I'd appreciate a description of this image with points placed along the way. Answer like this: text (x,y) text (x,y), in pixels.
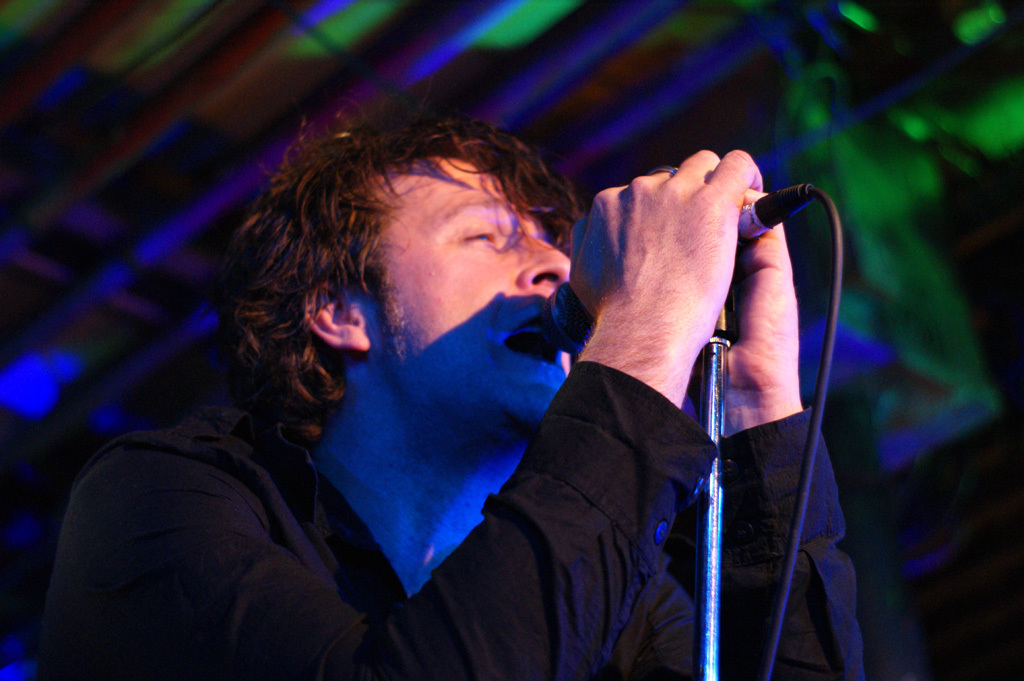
In the image there is a man (491,364) singing on mic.
